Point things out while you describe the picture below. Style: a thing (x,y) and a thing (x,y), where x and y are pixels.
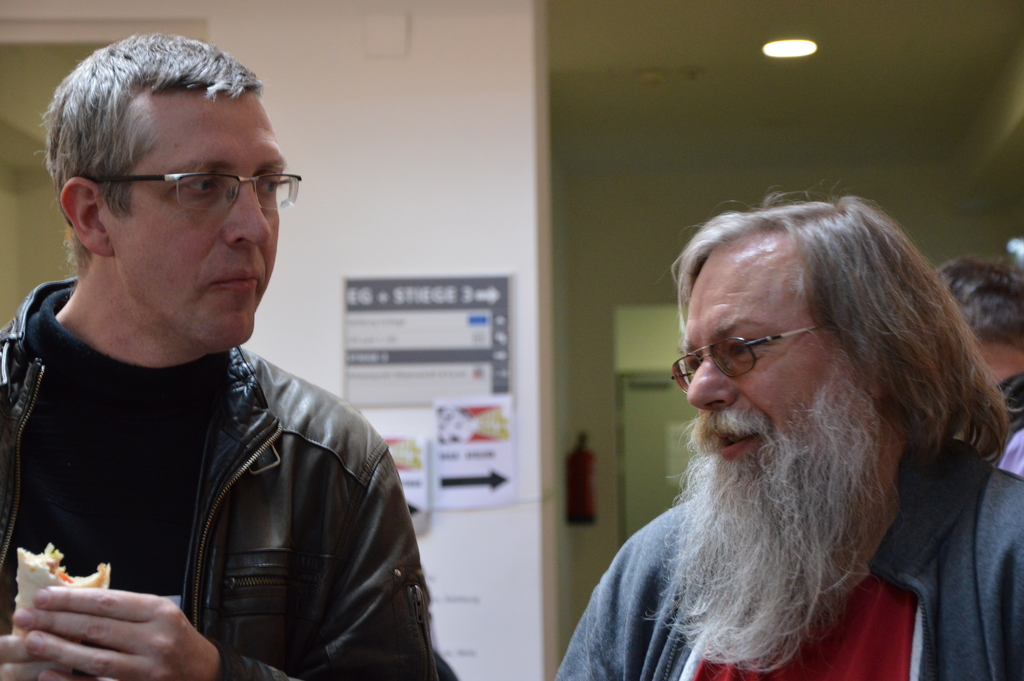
In this picture we can see two men (198,574) in the front (724,546), in the background (500,157) there is a wall (500,157), we can see some papers (464,425) pasted on the wall (431,440), there is a fire extinguisher (585,472) here, there is a light (775,48) at the top of the picture (775,48).
